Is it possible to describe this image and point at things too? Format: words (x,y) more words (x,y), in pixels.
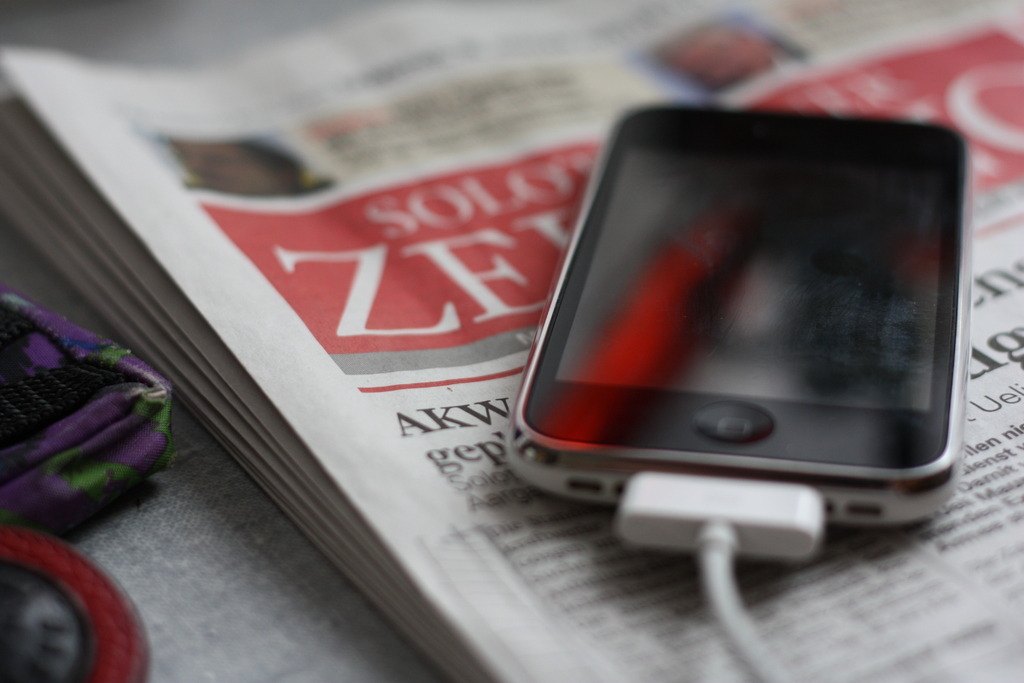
This image is taken indoors. At the bottom of the image (240,593) there is a table (151,573) with a tablecloth (134,540), a pouch (92,508), a newspaper (653,656) and a mobile phone (776,343) with a charger (747,628) on it.
